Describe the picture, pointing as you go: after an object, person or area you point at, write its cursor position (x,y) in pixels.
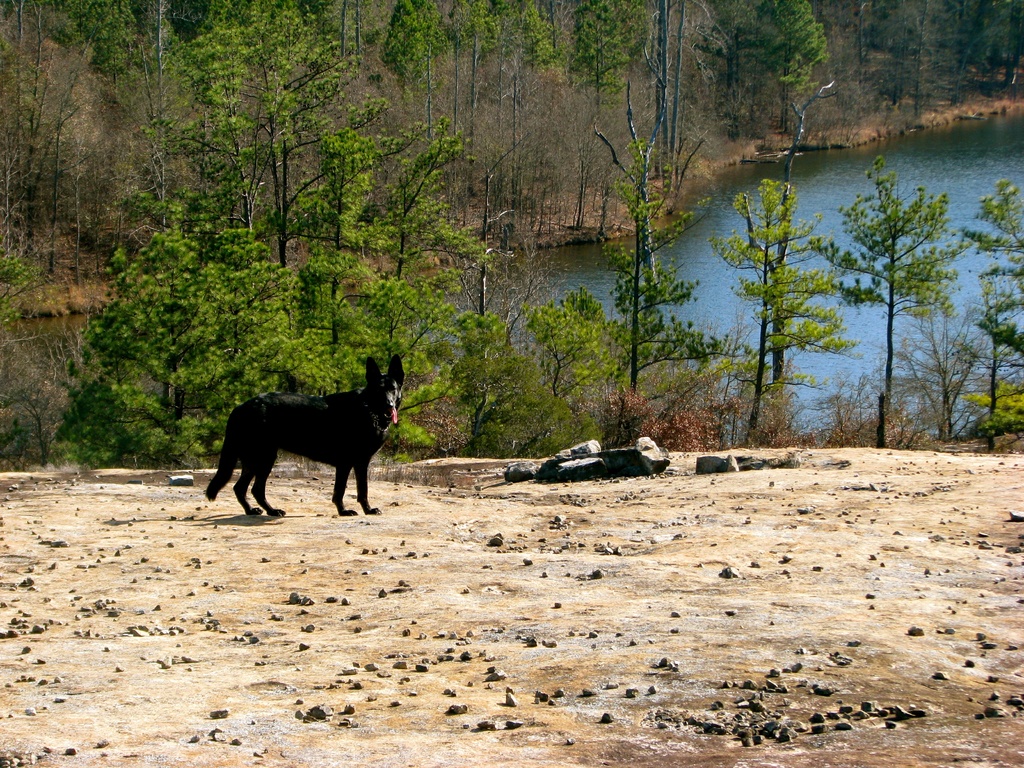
This image consists of a dog (260,457) in black color. At the bottom (621,714), there are stones (350,712) on the ground (441,618). In the background (569,194), we can see many trees (672,327). In the middle (608,291), there is water (1013,171).
